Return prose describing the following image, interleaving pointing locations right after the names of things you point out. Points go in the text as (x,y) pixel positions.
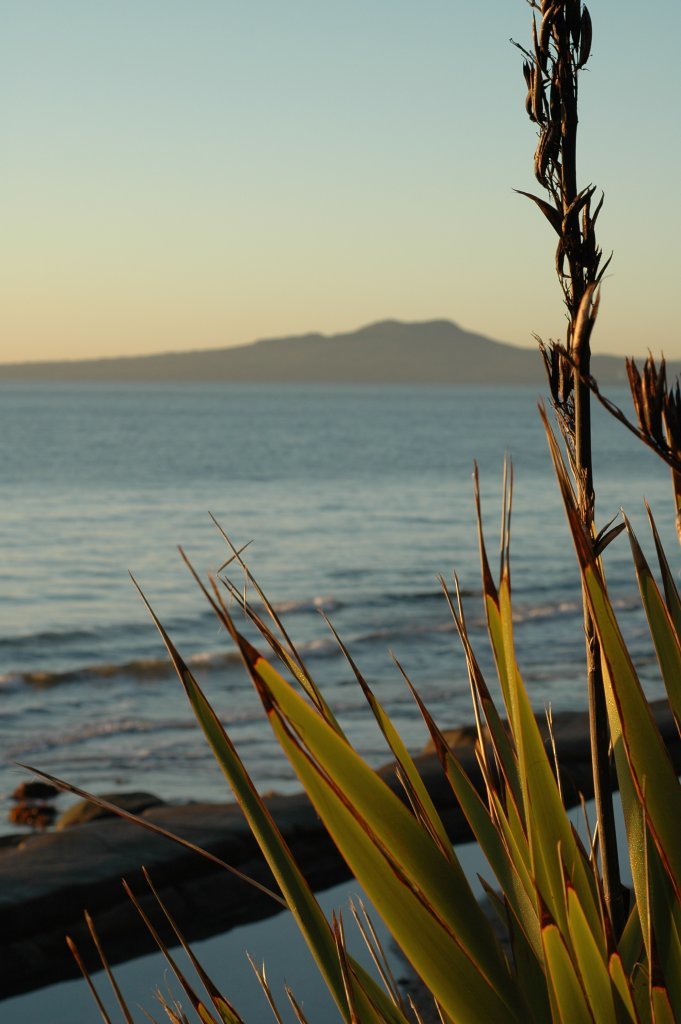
In this image there are tall leaves (467,812) with thorns (267,640) to it. In the background (287,596) there is water (263,489). At the top (170,115) there is the sky (162,71). On the left side (67,820) bottom there are stones (79,850). In the background (406,335) there are mountains (420,349).
